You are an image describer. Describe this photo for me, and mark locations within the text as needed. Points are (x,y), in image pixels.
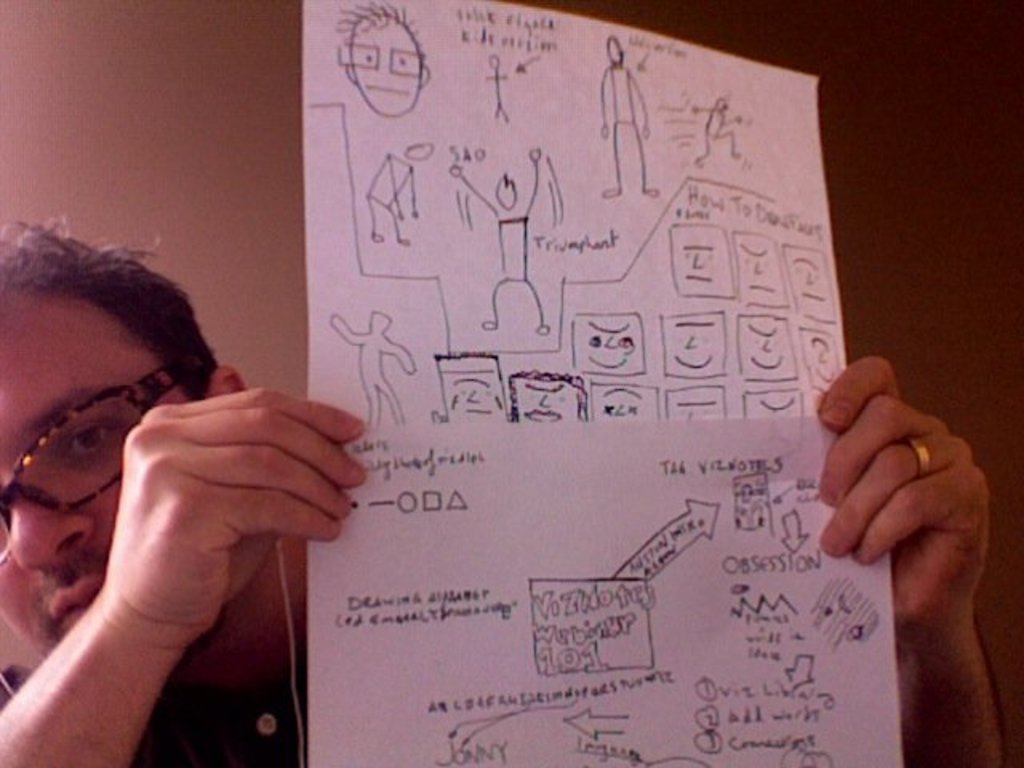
In this picture there is a man (932,688) holding the paper (689,387). On the paper (451,319) there are pictures (636,185) of people (614,161) and there is text (573,638). At the back (680,16) there is a wall (967,201).
